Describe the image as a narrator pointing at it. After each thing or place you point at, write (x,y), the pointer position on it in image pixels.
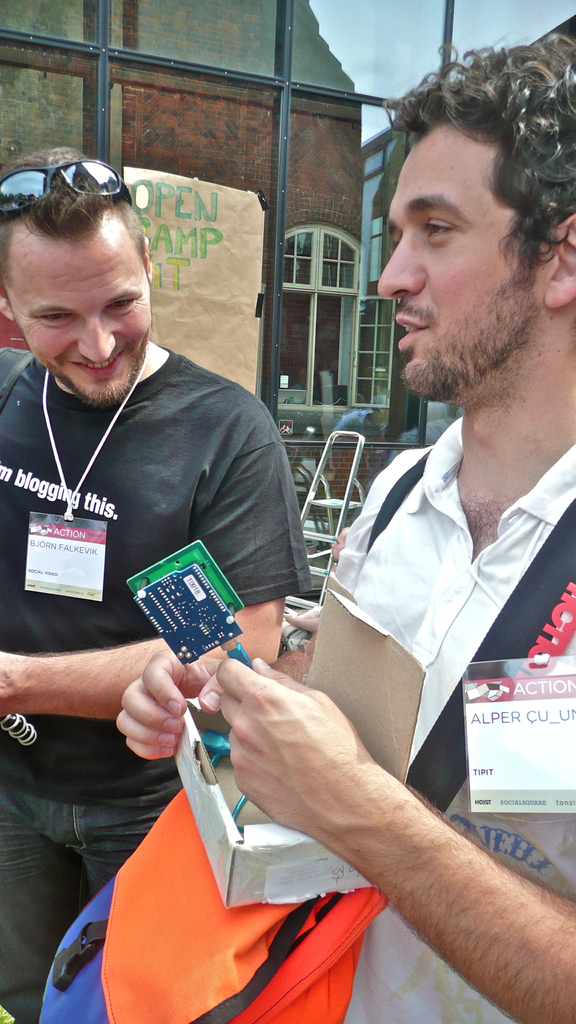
In this image I can see two people (150,545) with different color dresses (117,567) and I can see one person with the bag (181,956) and holding an object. In the background (153,21) I can see the building (83,1) and I can see the reflection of the sky (387,50) in the glass (345,68).
